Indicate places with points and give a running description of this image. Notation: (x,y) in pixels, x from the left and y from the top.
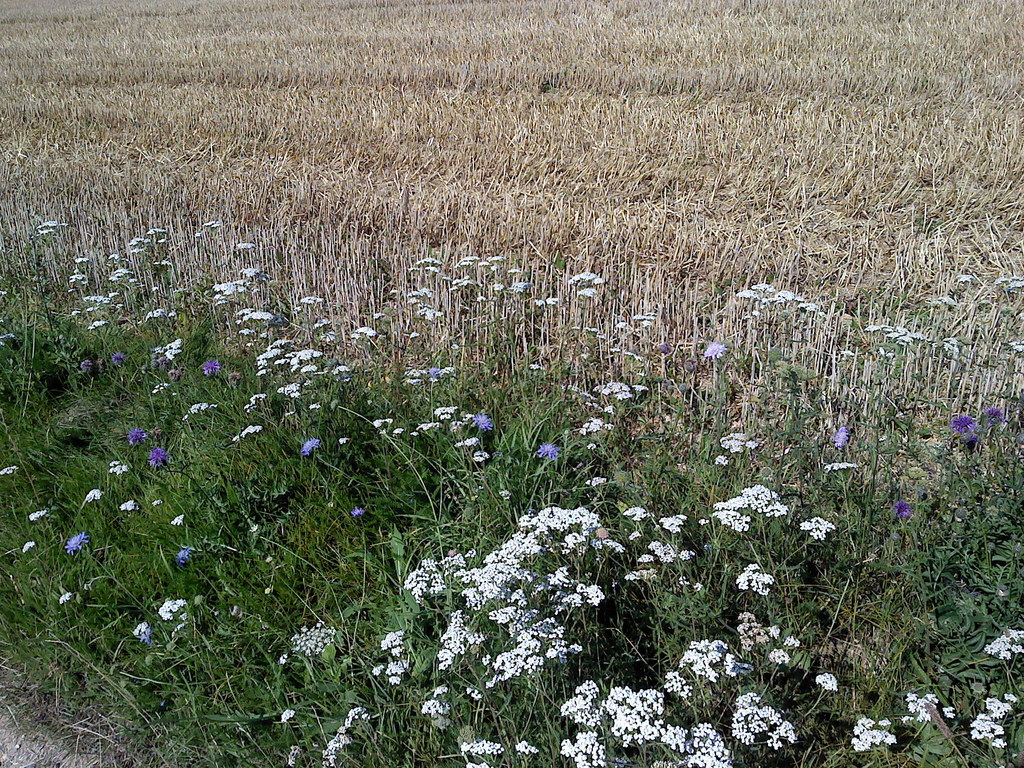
In this picture we can see few flowers (515,569) and plants (397,380).
